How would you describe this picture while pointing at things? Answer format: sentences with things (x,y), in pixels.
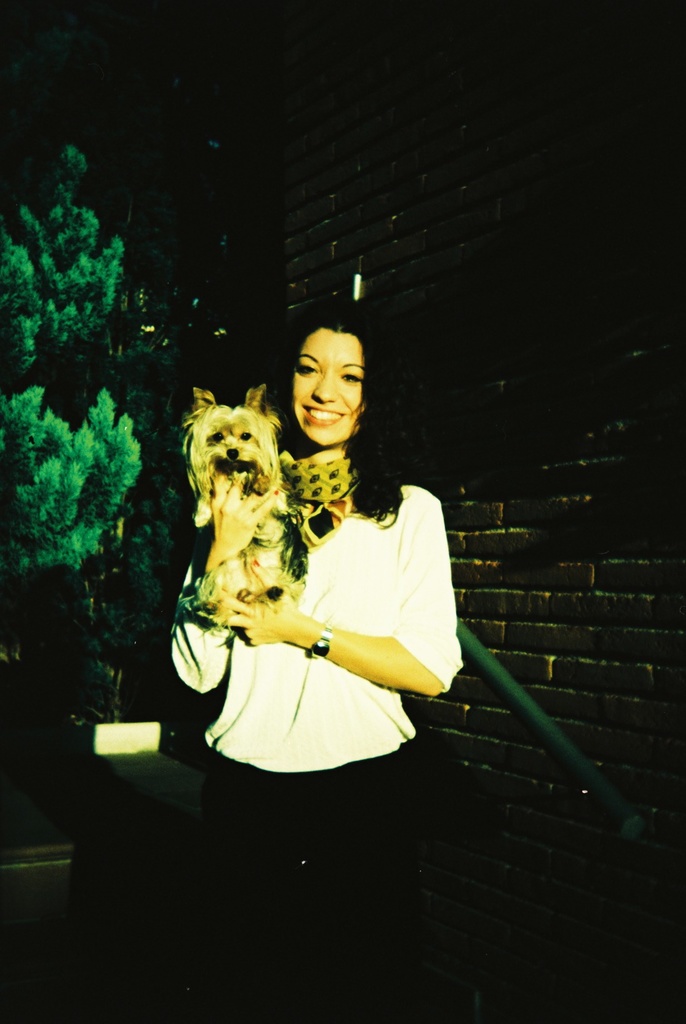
In this image, There is a woman (405,549) standing and she is holding a dog (249,495), In the background (568,505) there is a black color brick wall (549,291) and there are some trees (75,329) which are in green color.
